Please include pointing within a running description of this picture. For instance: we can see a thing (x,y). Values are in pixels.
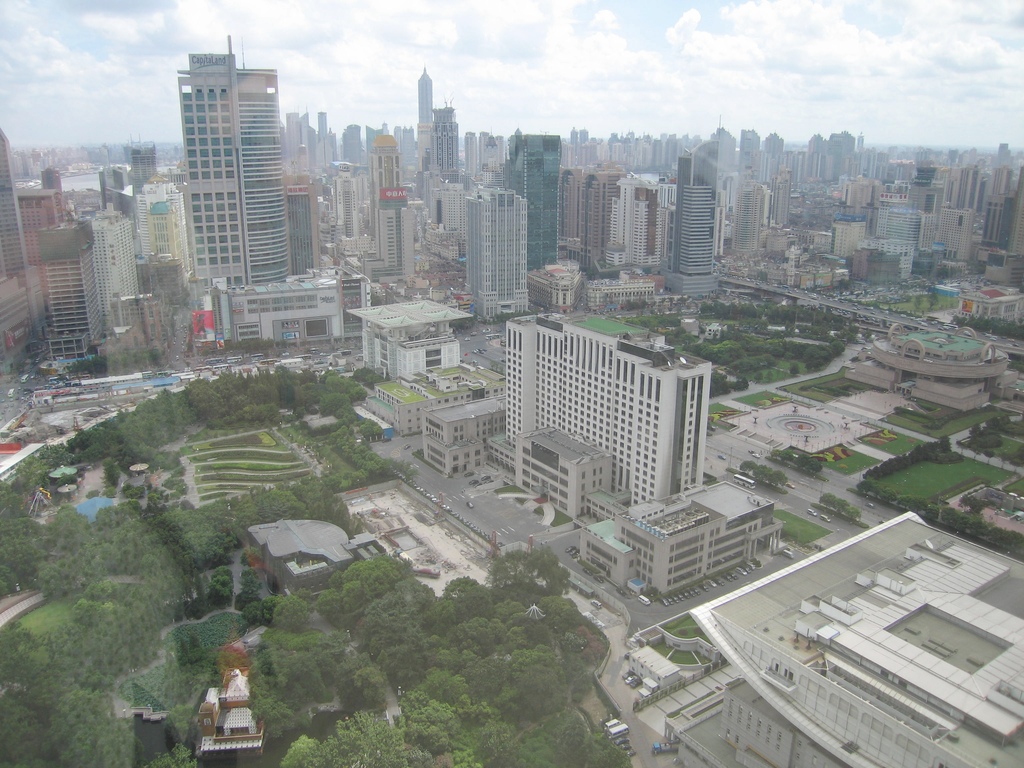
This picture consists of Aerial view of city (293,183) and in this picture there are buildings (706,618), trees (524,670), roads (411,449), vehicles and bushes (550,729) visible, at the top (895,89) there is the sky (858,91).
